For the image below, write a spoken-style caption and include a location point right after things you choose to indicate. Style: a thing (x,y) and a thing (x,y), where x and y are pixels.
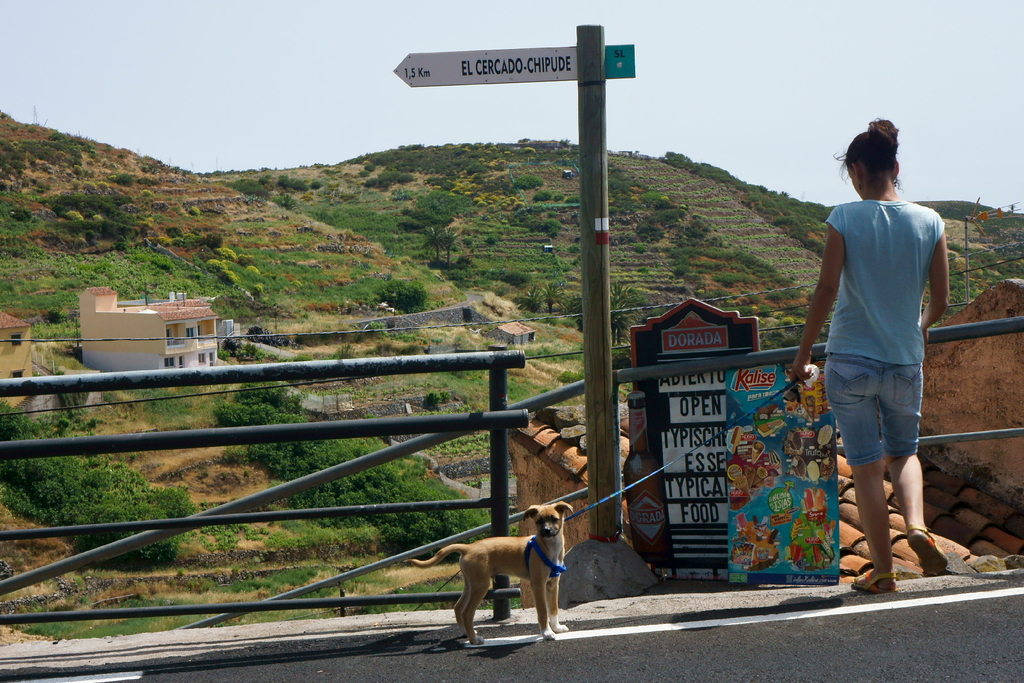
In the foreground of this image (345,658), there is a dog (521,568) standing a side to a road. On right (873,407), there is a woman (844,411) holding belt (601,500) of that dog (532,560) and behind there is a pole (589,184), railing (367,431), and two boards (716,471). In the background (235,356), there is a building (180,325), trees (389,287), wall (453,313), mountains (481,204), and the sky (339,138).
